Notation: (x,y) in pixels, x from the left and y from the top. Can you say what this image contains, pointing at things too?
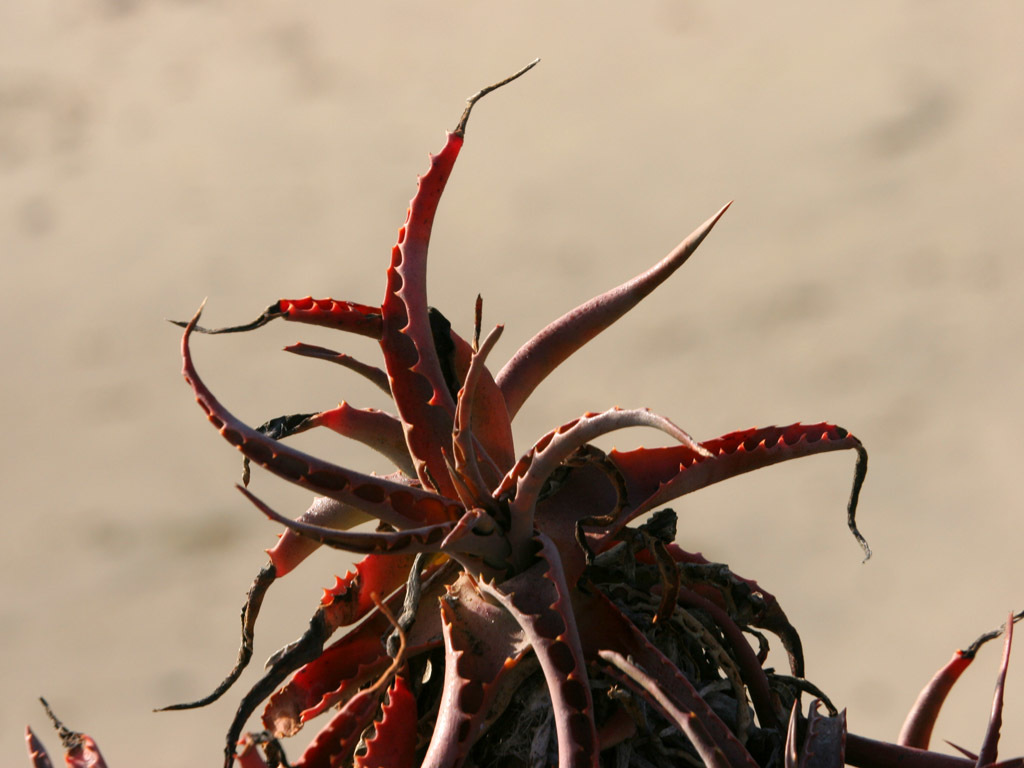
In this image we can see a kind of a plant (358,360) which is of a red color.
